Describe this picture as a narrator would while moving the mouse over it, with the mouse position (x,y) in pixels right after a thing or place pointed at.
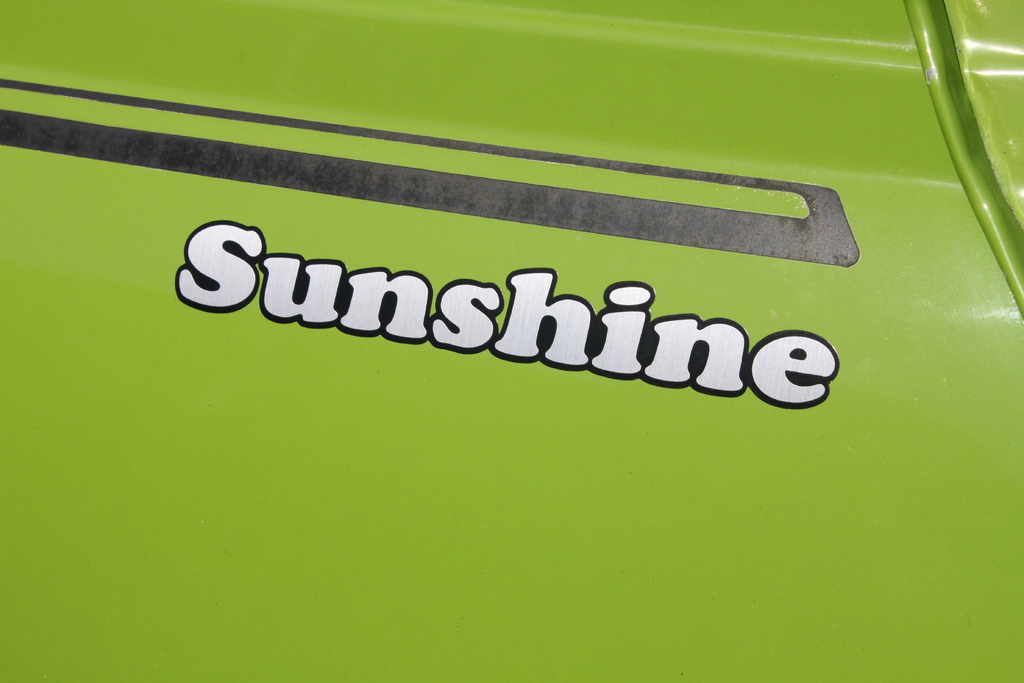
In this image we can see a vehicle (604,609) which is in green color.
